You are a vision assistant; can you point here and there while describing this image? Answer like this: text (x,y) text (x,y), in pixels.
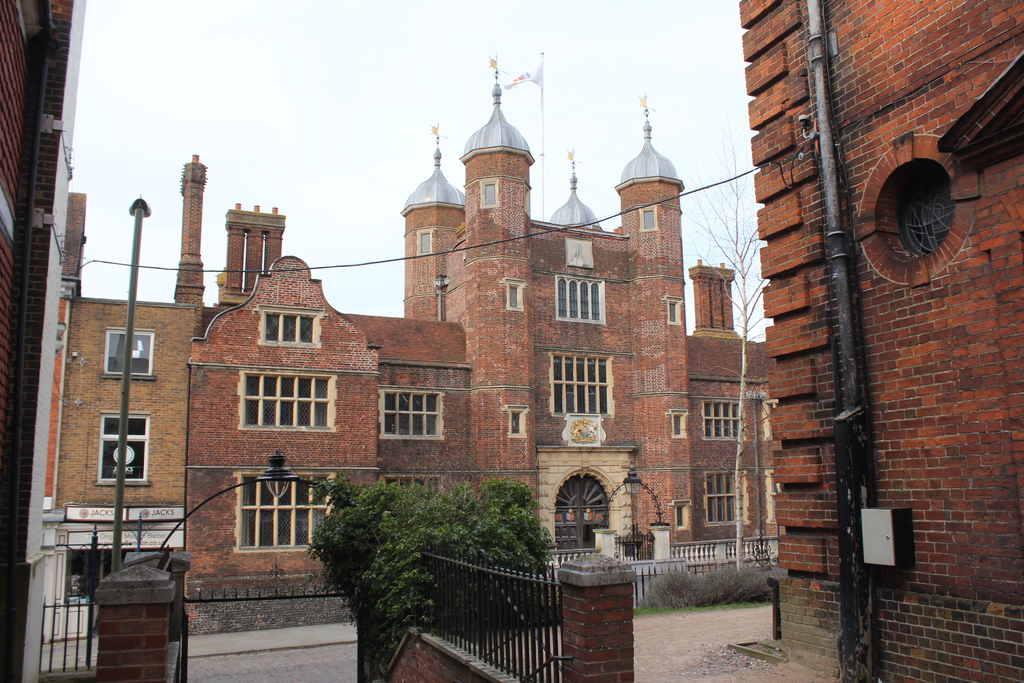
In the picture I can see gate (262,602), fencing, compound wall (592,586), plants (393,563) and in the background of the picture (479,376) there is a building (398,349), top of the building (514,216) there is a flag (537,76) and top of the picture (314,48) there is clear sky (360,53).
